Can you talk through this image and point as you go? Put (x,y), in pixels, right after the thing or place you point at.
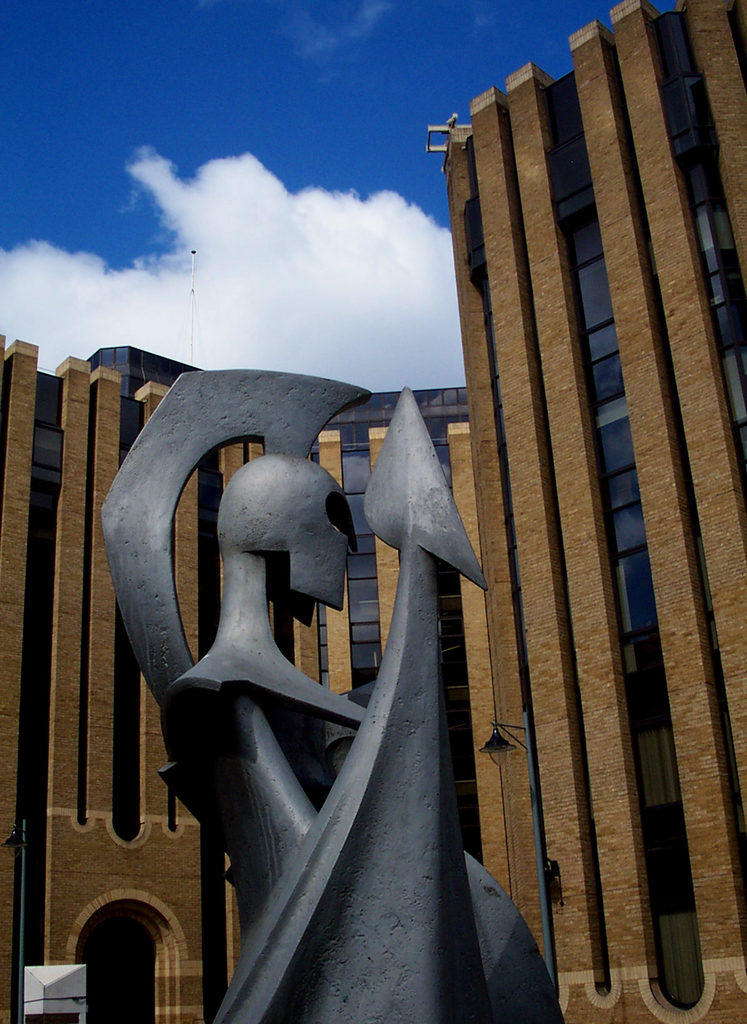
In the picture we can see the sculpture (174,509) and behind it, we can see the buildings (64,859) and the sky (234,241) with clouds (234,241).
